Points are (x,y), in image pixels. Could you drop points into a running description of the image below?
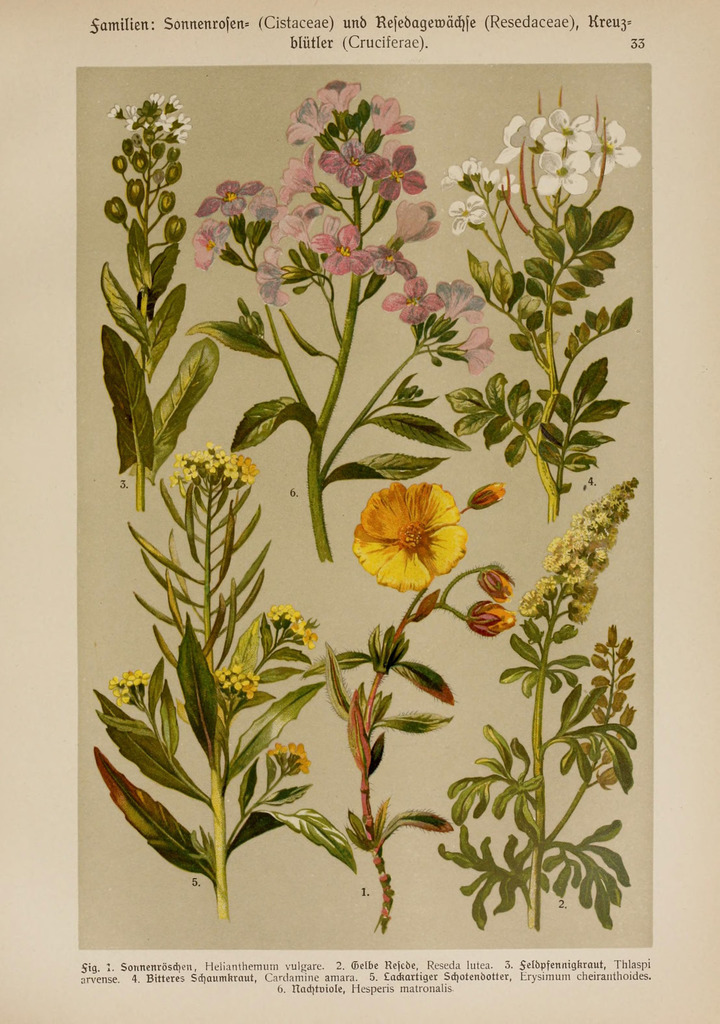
In this picture there is a poster (552,608). In the center (402,669) I can see the plants images (326,270). At the bottom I can see the name (508,978) of the plants (578,867). At the top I can see the family names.
